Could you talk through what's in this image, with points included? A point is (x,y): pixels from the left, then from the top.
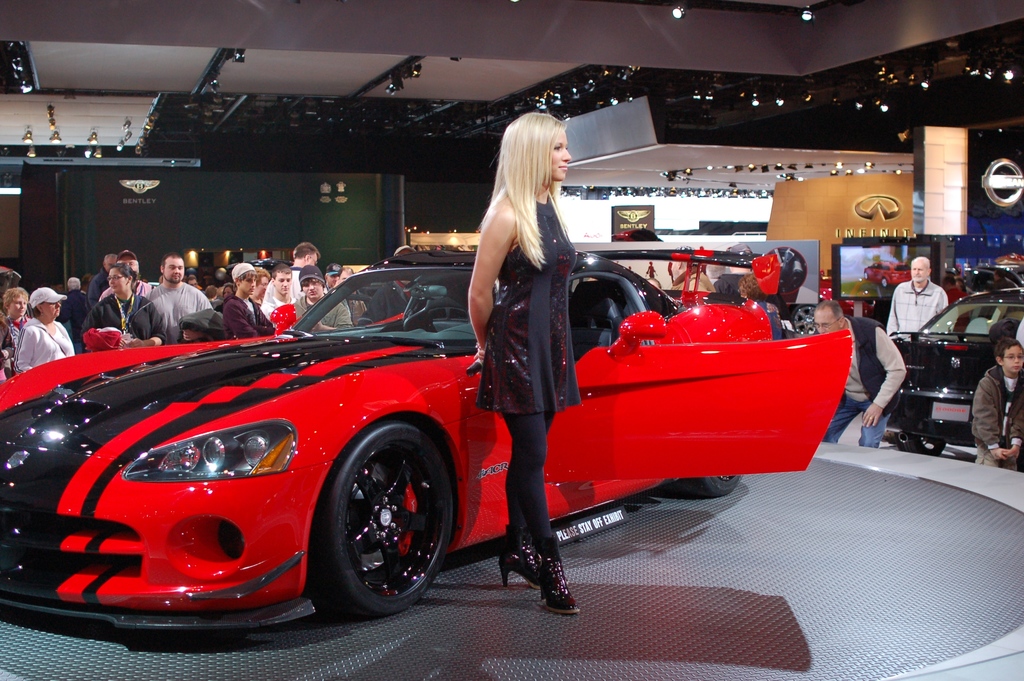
In the picture we can see a car (15,510) in the showroom floor (762,669), which is red in color and a woman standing near it, she is in a black dress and behind the car (814,359) we can see many people (1011,403) are standing and watching it and in the background (885,249) we can see some advertisement boards (260,183) and to the ceiling (39,35) we can see many lights (806,97).
